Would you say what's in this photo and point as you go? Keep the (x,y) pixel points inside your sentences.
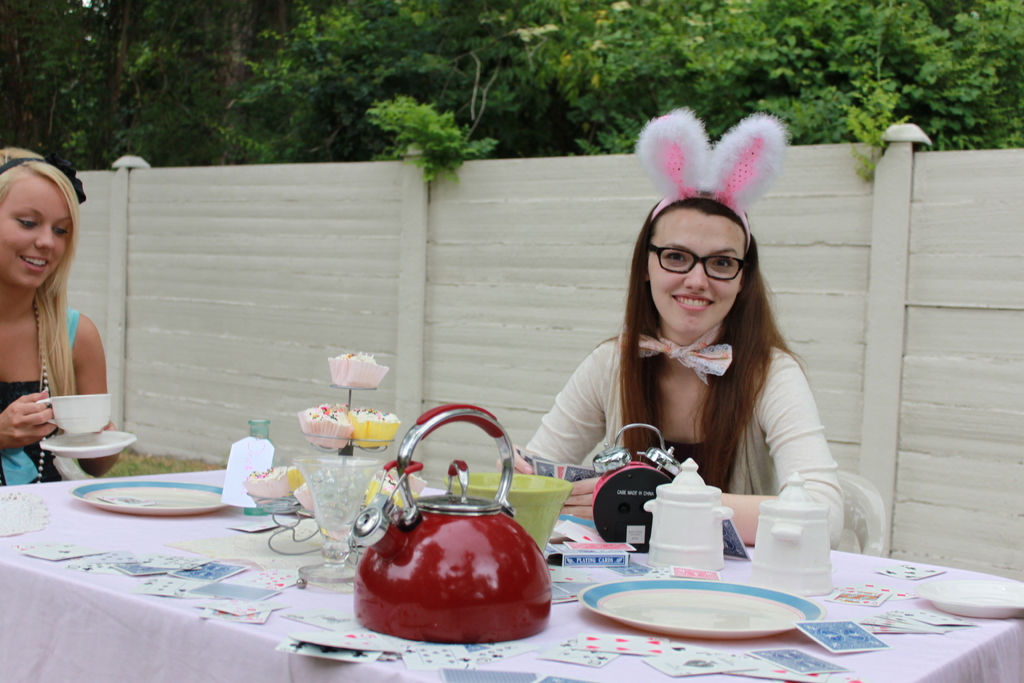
There is a woman (690,388) in white color t-shirt (778,466) sitting and laughing. In front of her, there is a bowl (555,493), clock (636,510), plates (688,613), cards (595,535), bottle (254,427), cupcakes (345,420), glass (349,474), and some other items (370,543) on the table (143,538) which is covered with a cloth (158,628). On the left hand side (42,436), there is a woman (51,365) sitting and holding a cup (54,410). In the background (151,275), there is a wall (360,269) which is in white color, trees (478,94), plants (580,100) and pole (890,241).
